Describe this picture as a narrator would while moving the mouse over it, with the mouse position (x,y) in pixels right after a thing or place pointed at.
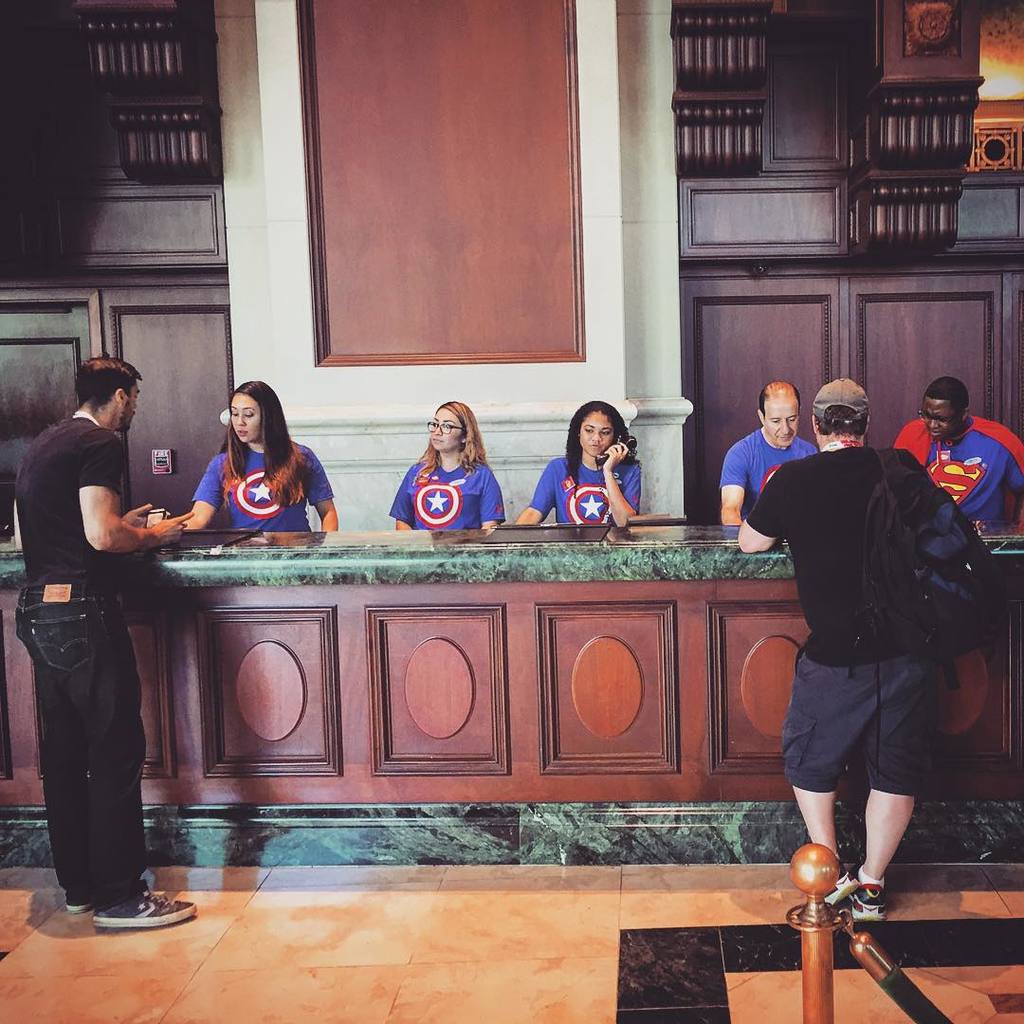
In this picture I can see few people (402,494) are standing and the picture shows an inner view of a building (20,109).
